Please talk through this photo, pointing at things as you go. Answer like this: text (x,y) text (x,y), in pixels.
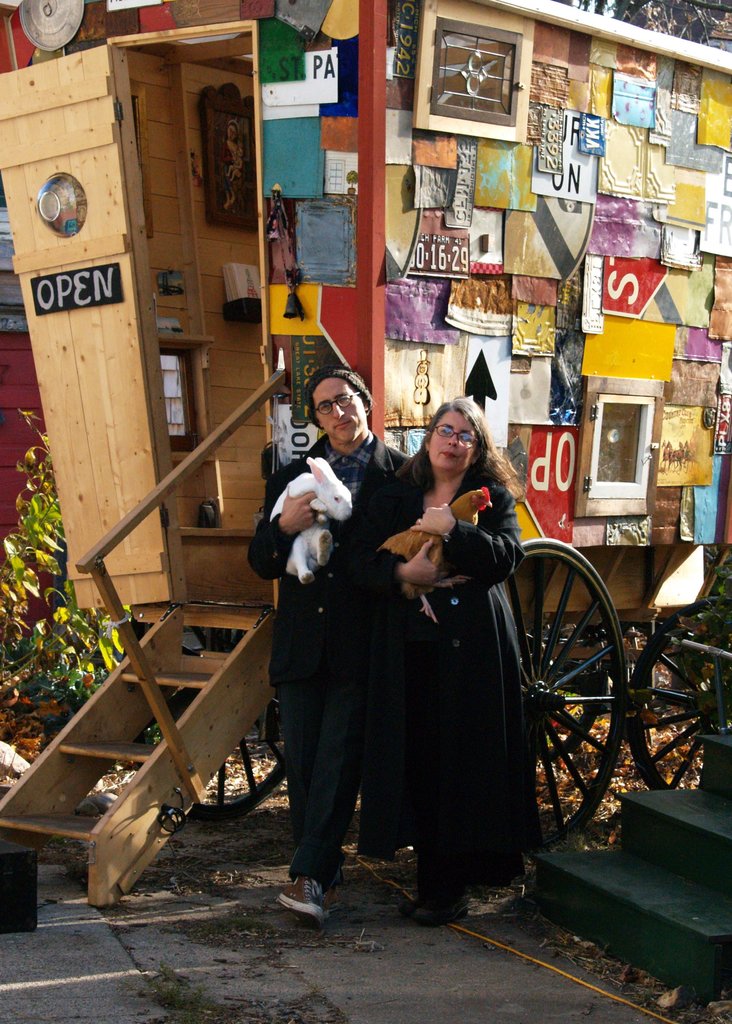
In this image there is a couple (363,616) standing and holding a rabbit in his hand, other one is holding a hen (404,549) in her hand (428,563), behind them there is a cart (254,505) with some posters (397,226) and papers (606,97) are hanging on it, beside that there is a plant (94,641) and dry leaves (259,746) on the surface (243,760). On the right side of the image (647,846) there are stairs (648,854).
